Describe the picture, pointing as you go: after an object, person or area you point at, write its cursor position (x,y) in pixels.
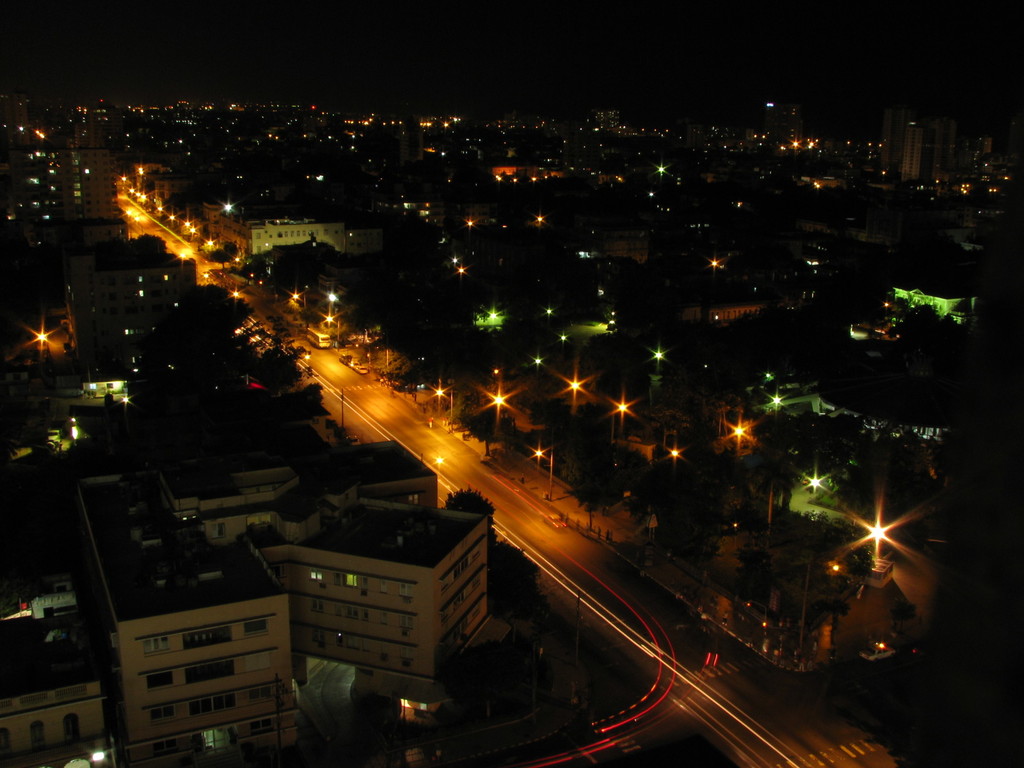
In this image we can see a group of buildings (416,560) with windows (403,623), trees (574,425), light poles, a pathway (607,564). In the background (418,71), we can see the sky (496,76).
